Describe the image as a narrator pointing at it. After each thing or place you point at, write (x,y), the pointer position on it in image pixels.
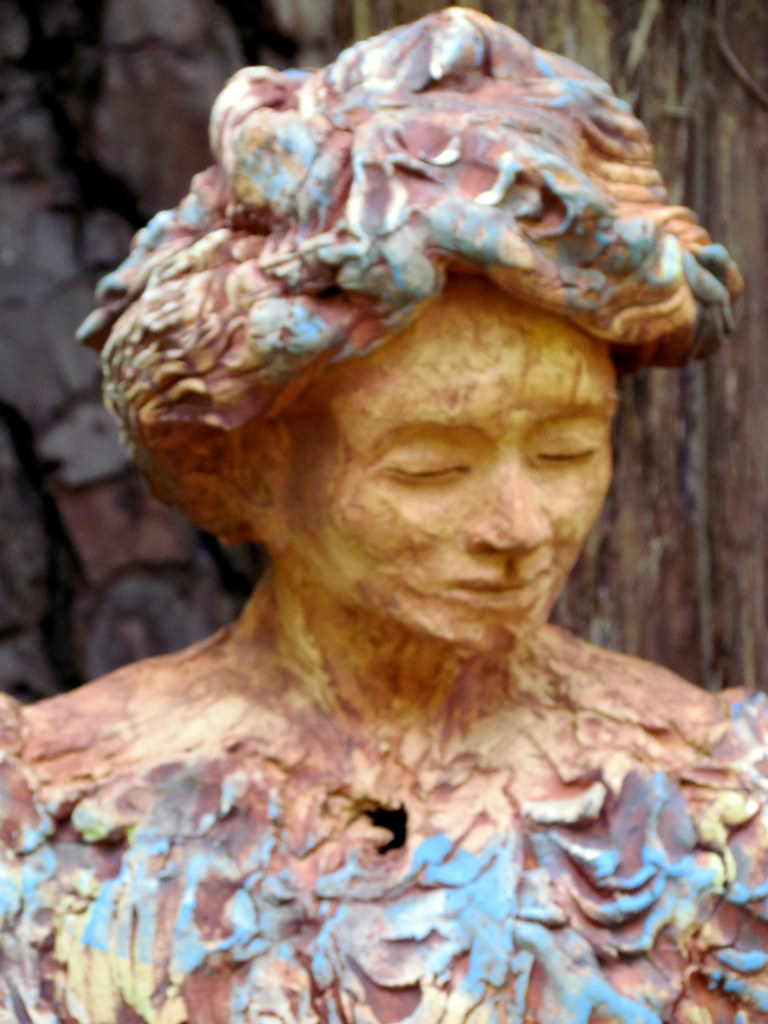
In this image we can see a statue (485,546).
